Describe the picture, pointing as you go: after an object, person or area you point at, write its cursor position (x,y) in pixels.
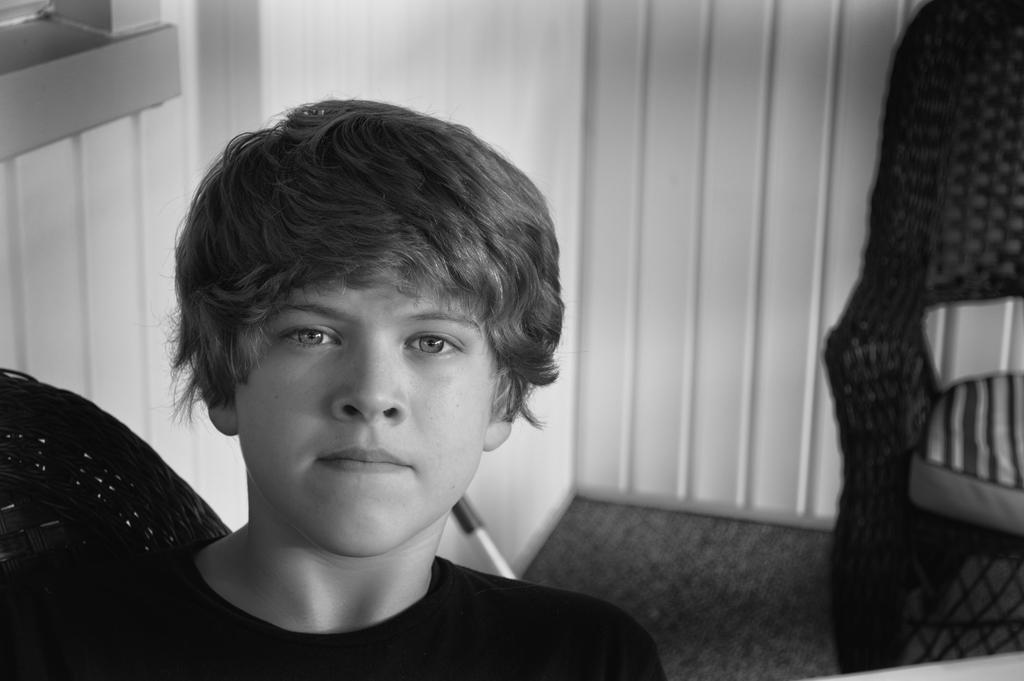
There is a boy (247,556) in a t-shirt (504,630) sitting on a chair (49,572) near another chair (38,557) on the floor (622,599). In the background (849,616), there is another chair (922,365), near white wall (620,47).
